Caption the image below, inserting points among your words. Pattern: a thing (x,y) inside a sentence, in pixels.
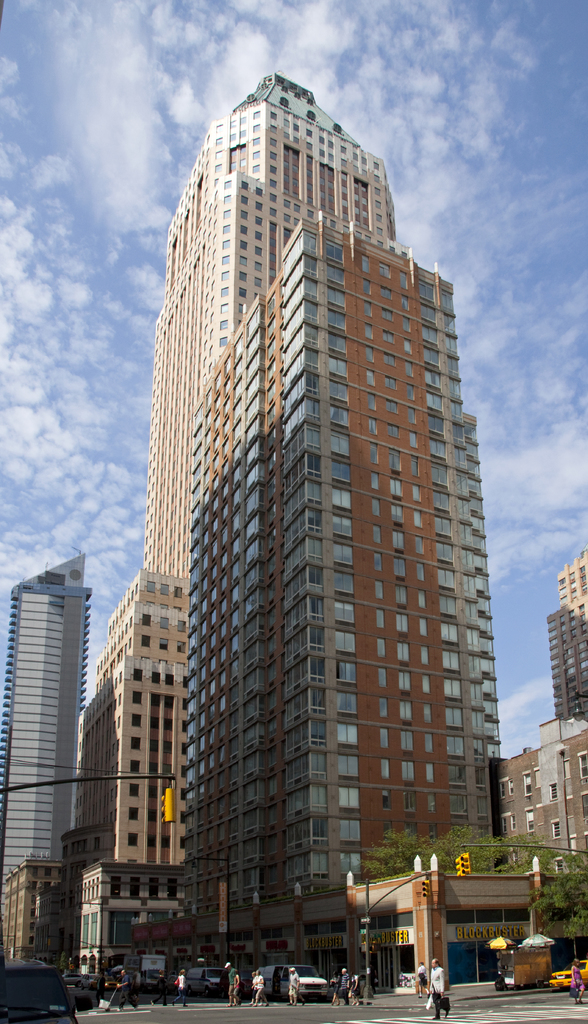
In this image in the center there are persons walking and there are vehicles (269,970) on the road (534,998) and in the background (200,683) there are buildings (200,683) and the sky (150,227) is cloudy.
